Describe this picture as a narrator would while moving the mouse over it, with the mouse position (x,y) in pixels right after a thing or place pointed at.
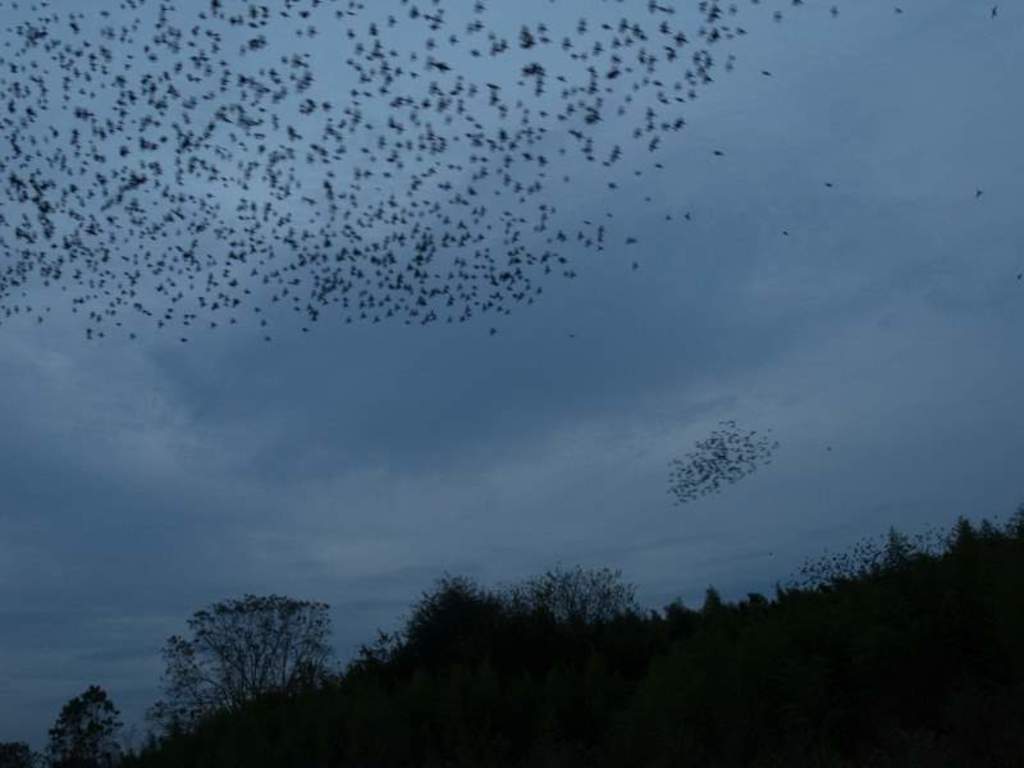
In this image at the bottom (567,662) there are trees (535,683), and at the top (511,75) there are some birds (681,486) flying and there is sky (202,455).
